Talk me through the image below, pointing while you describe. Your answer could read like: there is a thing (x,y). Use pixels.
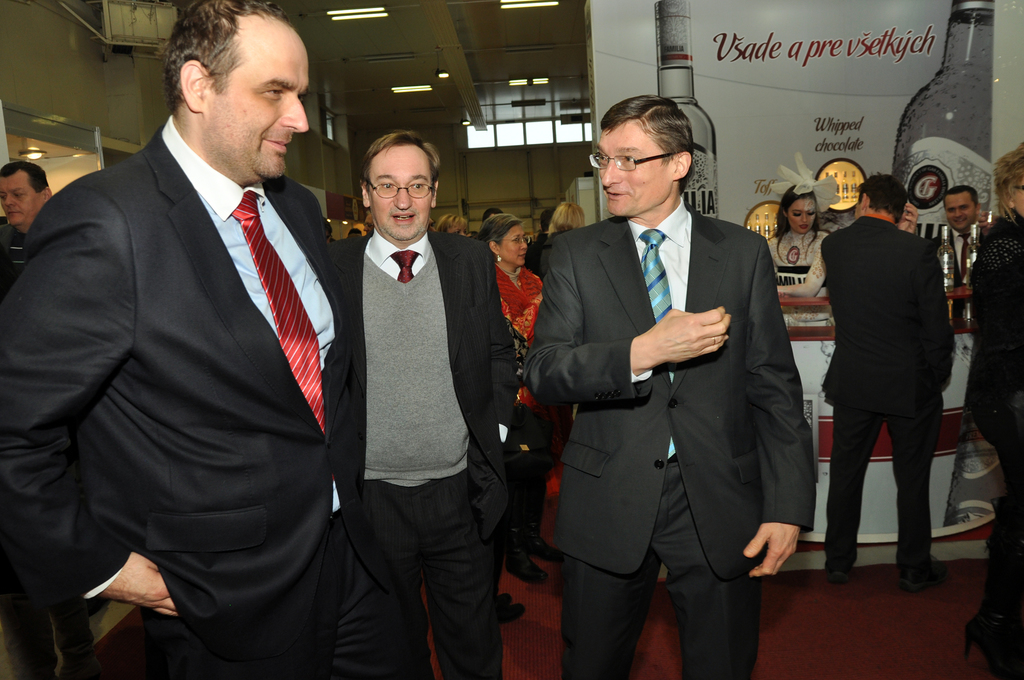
There are many people (532,369). Some are wearing specs (621,159). In the back (778,92) there's a wall (790,84). On that there is a poster (754,47). On the poster (778,63) there are bottles (686,104) and something is written. In the back (531,162) there's a wall (307,144).
